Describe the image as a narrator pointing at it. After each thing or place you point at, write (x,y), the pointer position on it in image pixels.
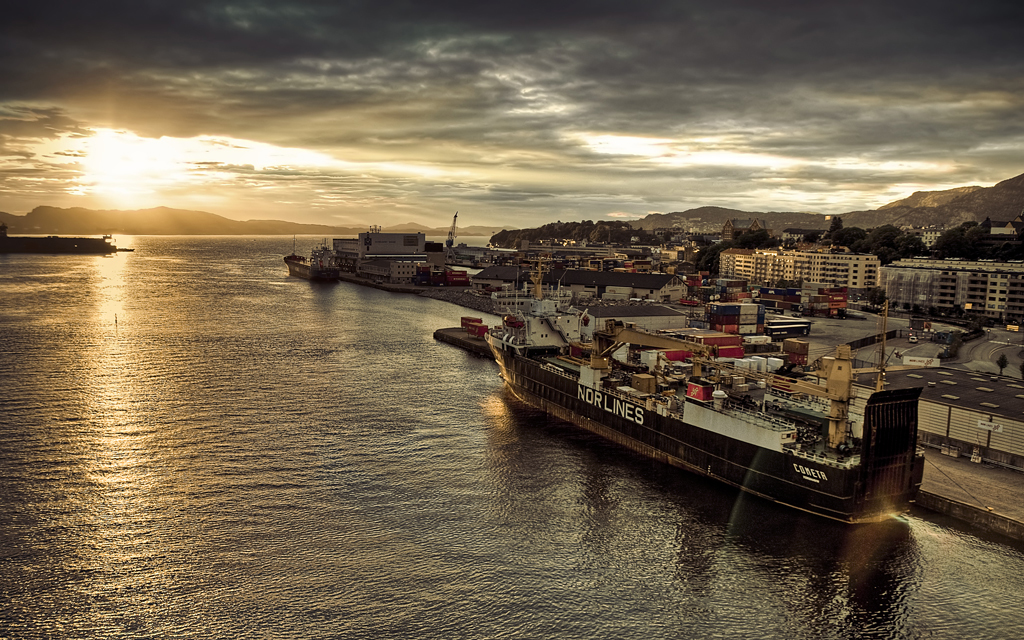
In this picture we can observe ships (585,375) floating on the water (283,424). There is a dock (663,309). On the right side (974,304) we can observe some buildings (1001,294). In the background (669,239) there are trees (557,232) and hills (263,232). We can observe a sky (305,88) with some clouds (335,117).
